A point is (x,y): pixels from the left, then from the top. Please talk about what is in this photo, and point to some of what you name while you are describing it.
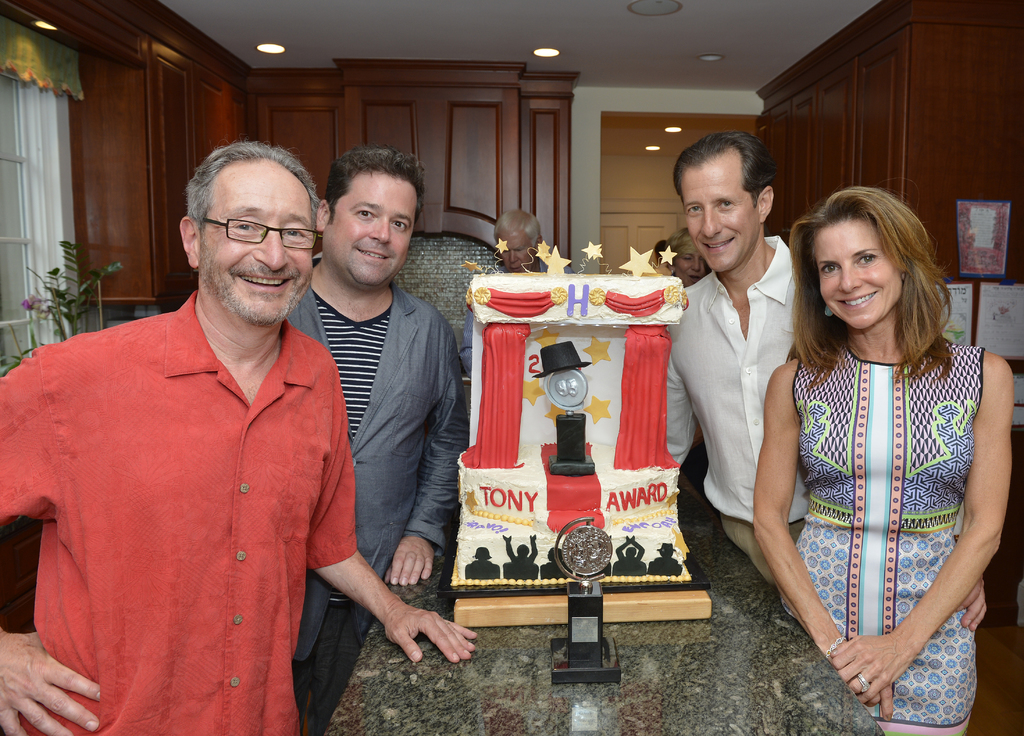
There is a cake (607,532) kept on a table (539,634) and around the table (537,704) there are some people (725,317) standing and posing for the photograph and all of them are smiling and behind these people (372,377) there are many cupboards (484,147).
